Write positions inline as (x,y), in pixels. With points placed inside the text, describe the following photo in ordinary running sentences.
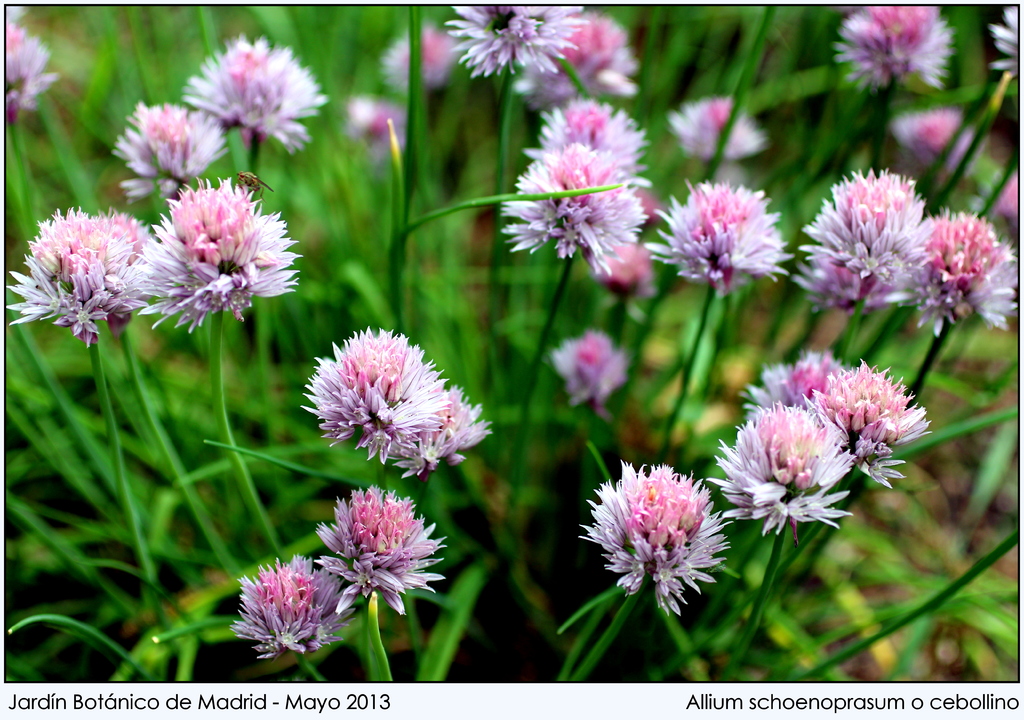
In this image we can see plants (455,245) with flowers (557,353).
